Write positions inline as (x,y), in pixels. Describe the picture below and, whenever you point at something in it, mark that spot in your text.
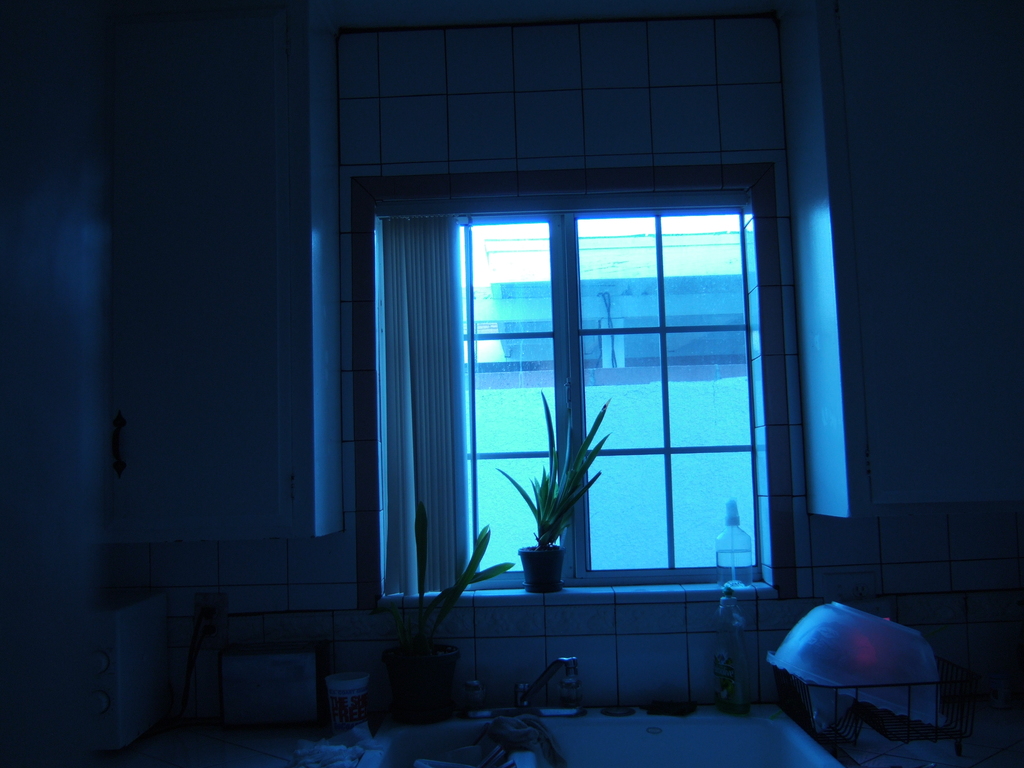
In the center of the image (555,353) there is a window (525,436), house plant (505,471) and curtain (388,468). At the bottom of the image (733,717) we can see sink (579,718), dish rack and tap (525,705).
